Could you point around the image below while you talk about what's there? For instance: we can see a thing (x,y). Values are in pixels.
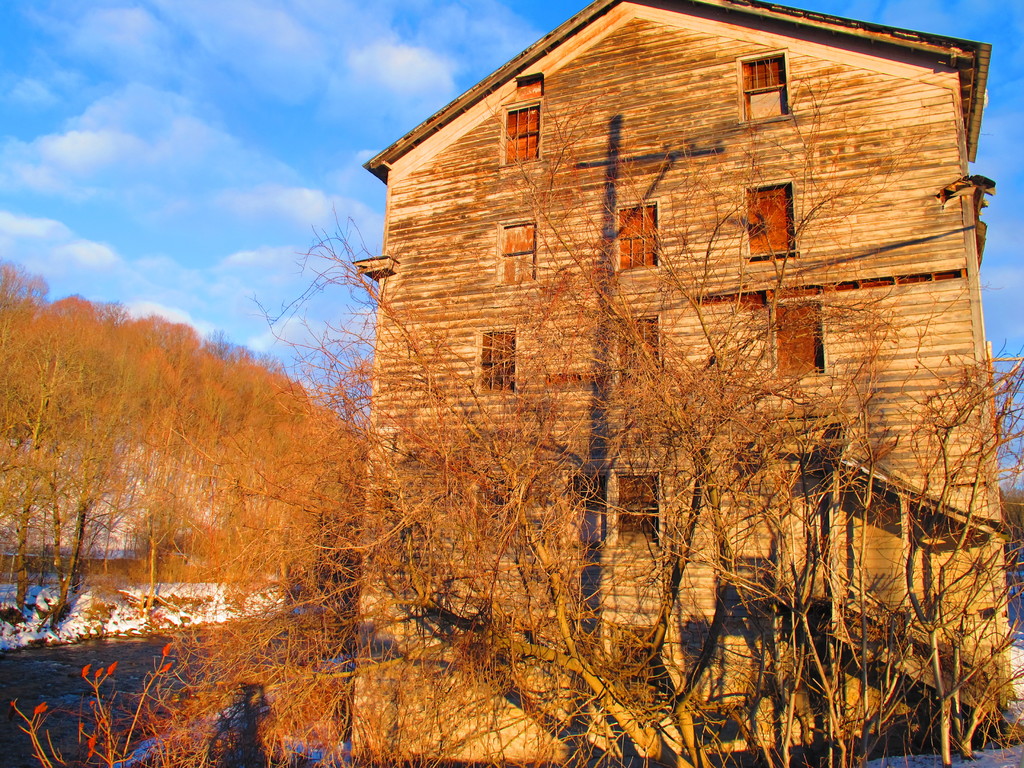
In this image I can see few dried trees (530,561). In front (18,708) I can see few flowers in red color. In the background (710,186) I can see the wooden house (652,103) and the sky (321,105) is in blue and white color.
